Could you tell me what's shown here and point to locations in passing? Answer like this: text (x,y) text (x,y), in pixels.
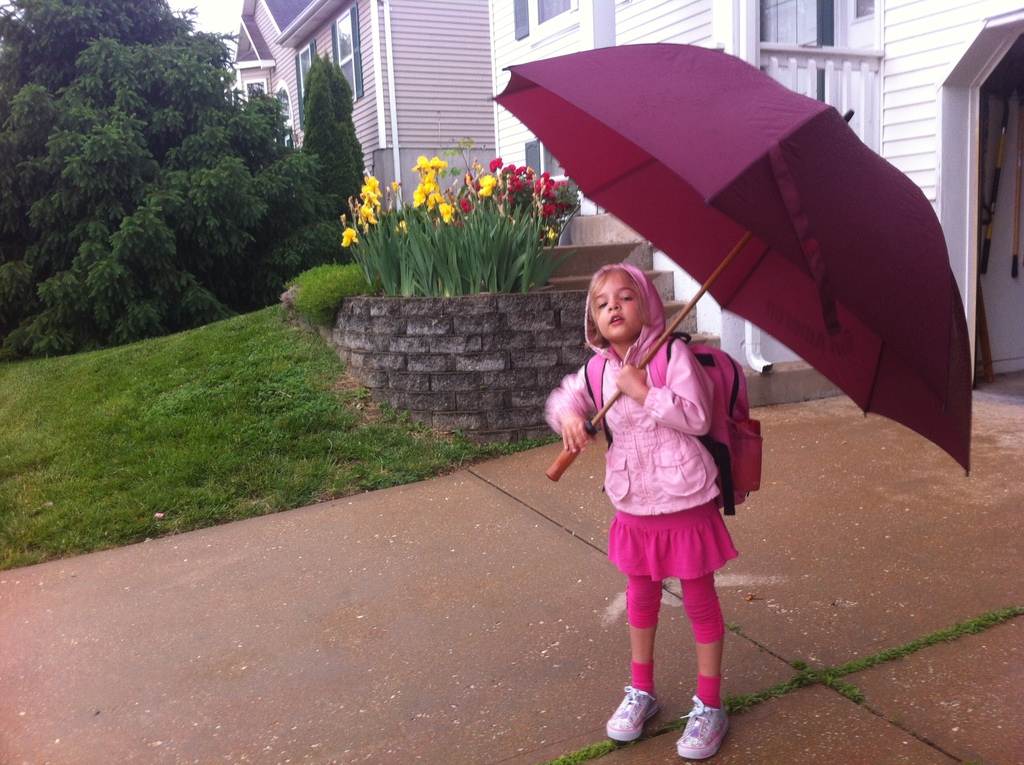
In this image I can see a girl (625,441) wearing pink dress (635,515) and white shoe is wearing a pink bag (723,418) and holding an umbrella (744,179) which is pink in color. In the background (279,361) I can see some grass (203,340), few plants (311,270), few flowers (434,165) which are yellow and red in color, few trees (235,155) and few buildings (453,58).
